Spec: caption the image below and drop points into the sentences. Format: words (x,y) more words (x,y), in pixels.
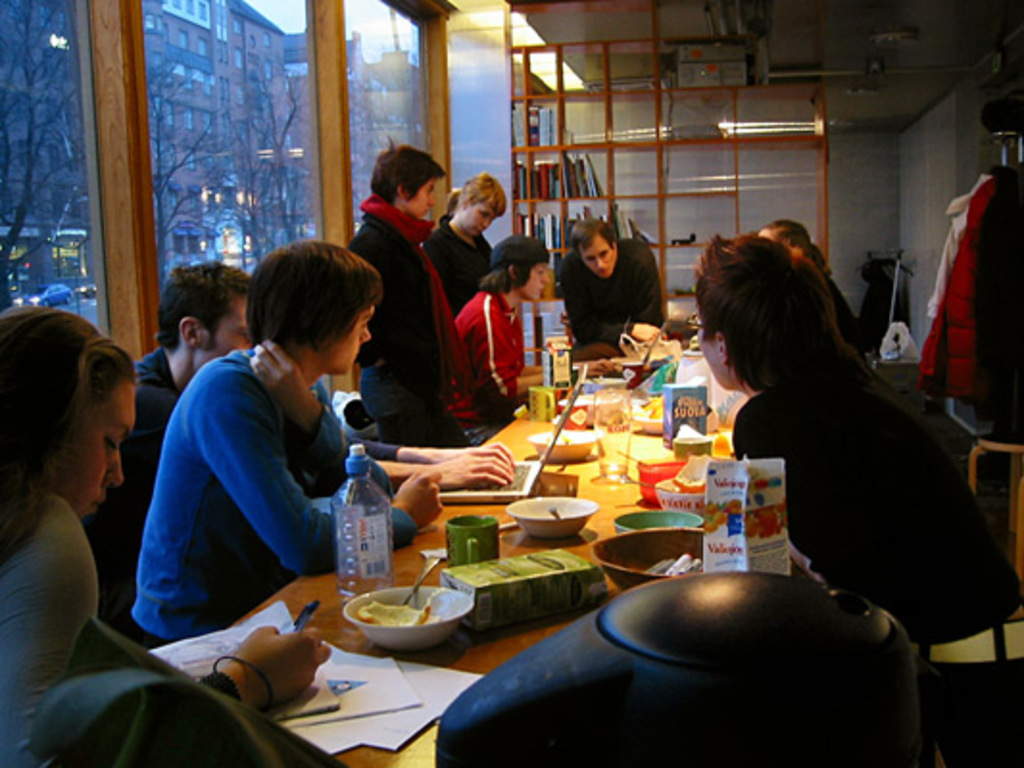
Here we can see a group of people (632,284) sitting around the table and on the table (632,477) we can see food material (545,597) and also we can see some books (542,118) on the rack (637,170) which is beside them.
